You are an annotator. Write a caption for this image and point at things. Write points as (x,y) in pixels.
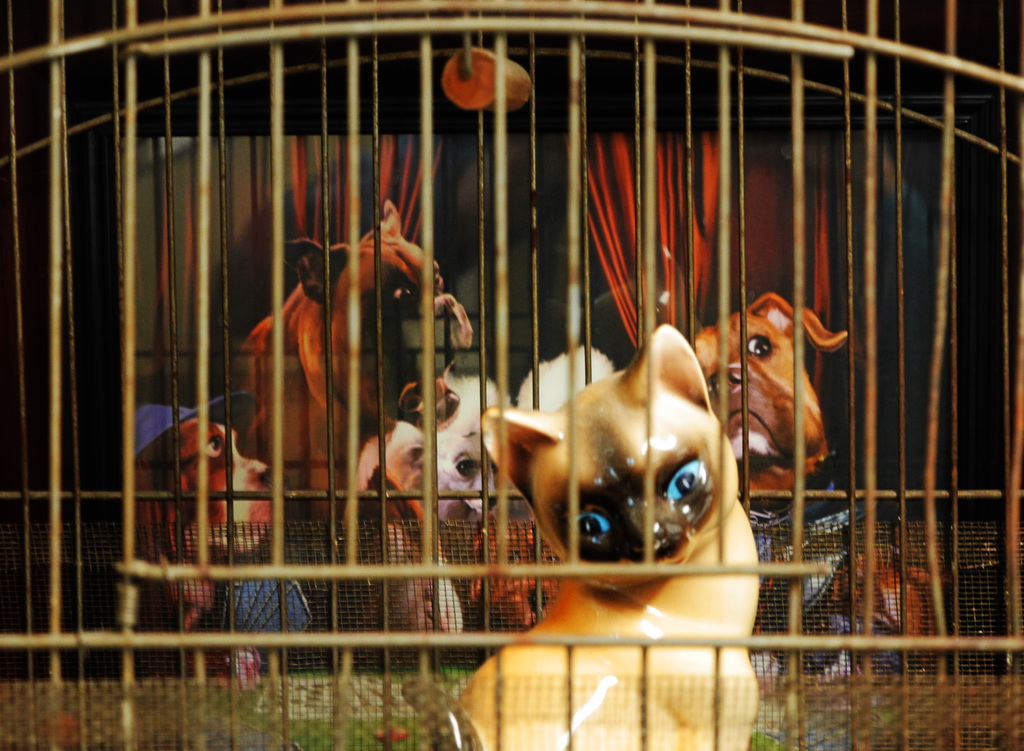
In this picture, it looks like a cage (224,355) and mesh (404,563). In the cage (535,575) there is a toy (549,521). Behind the toy (563,522), there are animals (393,538) in a photo frame (317,438).
